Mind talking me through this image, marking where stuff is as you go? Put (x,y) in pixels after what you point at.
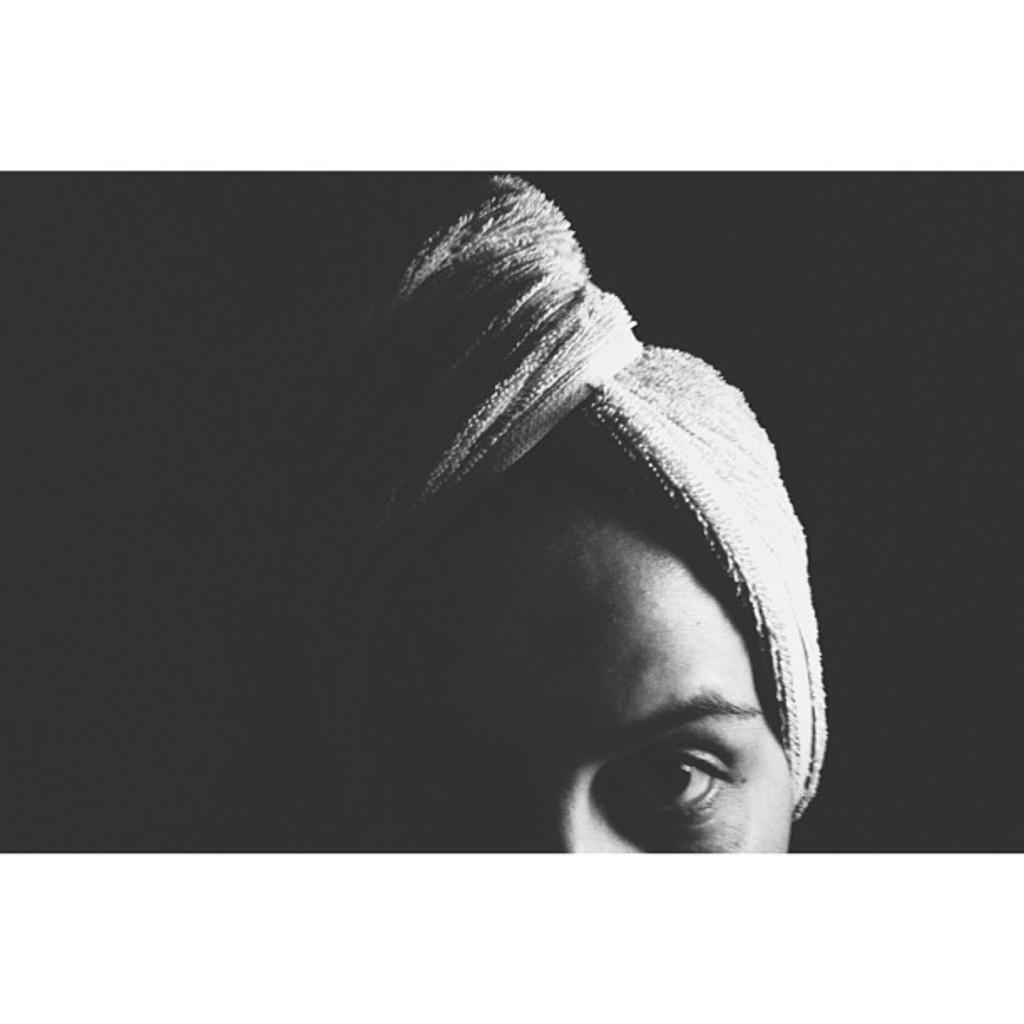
In this image, there is a picture (149,775), in that picture (779,813) is a person (799,544) and there is a black color background (339,254).
